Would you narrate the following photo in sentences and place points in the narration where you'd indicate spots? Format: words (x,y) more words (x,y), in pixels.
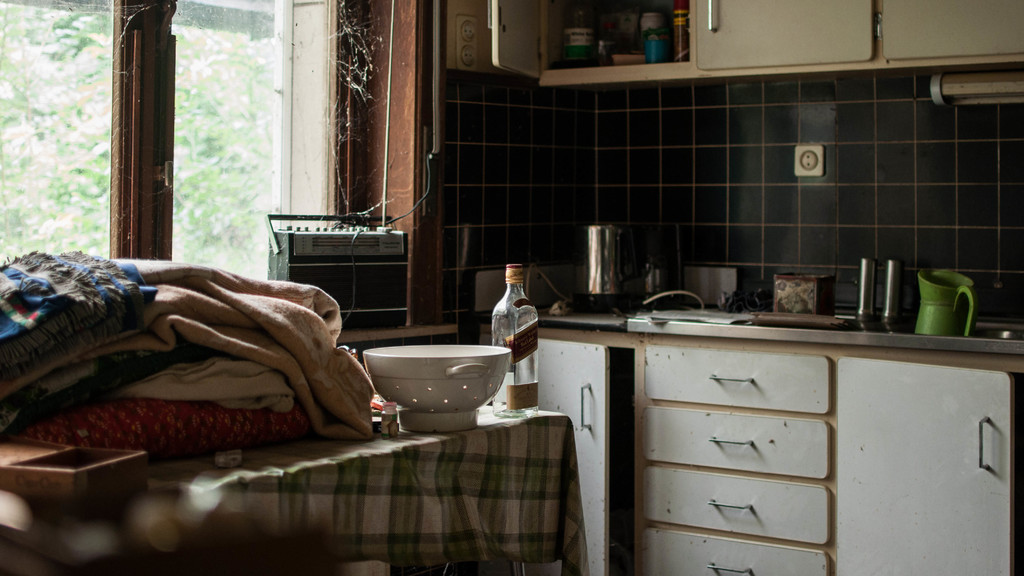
In this picture there is a desk (651,346) on the right side of the image (763,361) and there is a table (440,489) on the left side of the image (189,472), on which there are clothes (219,342), there are utensils (390,361) in the center of the image (394,381) and there are cupboards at the top side of the image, there is a window (208,124) on the left side of the image (173,169).
